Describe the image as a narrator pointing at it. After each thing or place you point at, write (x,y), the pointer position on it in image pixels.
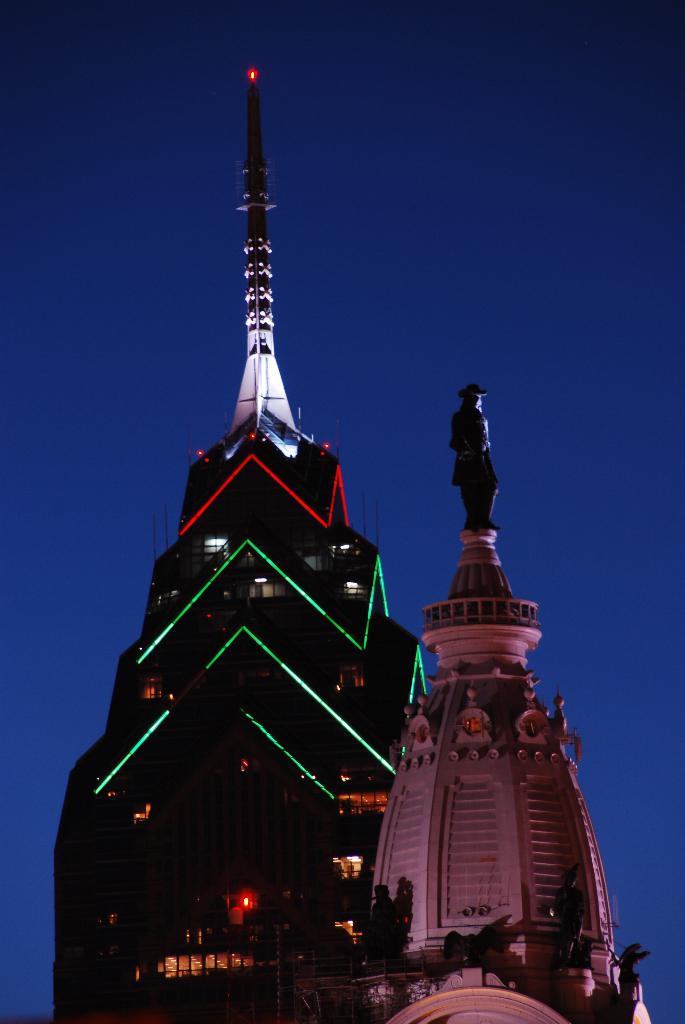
To the right side of the image (522,921) to the front (444,829) there is a building (473,770) with tower (461,761). And the tower (461,761) is with walls (459,899), sculptures (388,934) and to the top of the tower (491,605) there is a statue (470,425). Behind the building (485,729) there is a black building (219,692) with red lights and also there is a pole (272,408) to the top of the building (241,491). To the top of the pole (260,347) there is a red color light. In the background (288,247) there is a blue sky (444,245).
